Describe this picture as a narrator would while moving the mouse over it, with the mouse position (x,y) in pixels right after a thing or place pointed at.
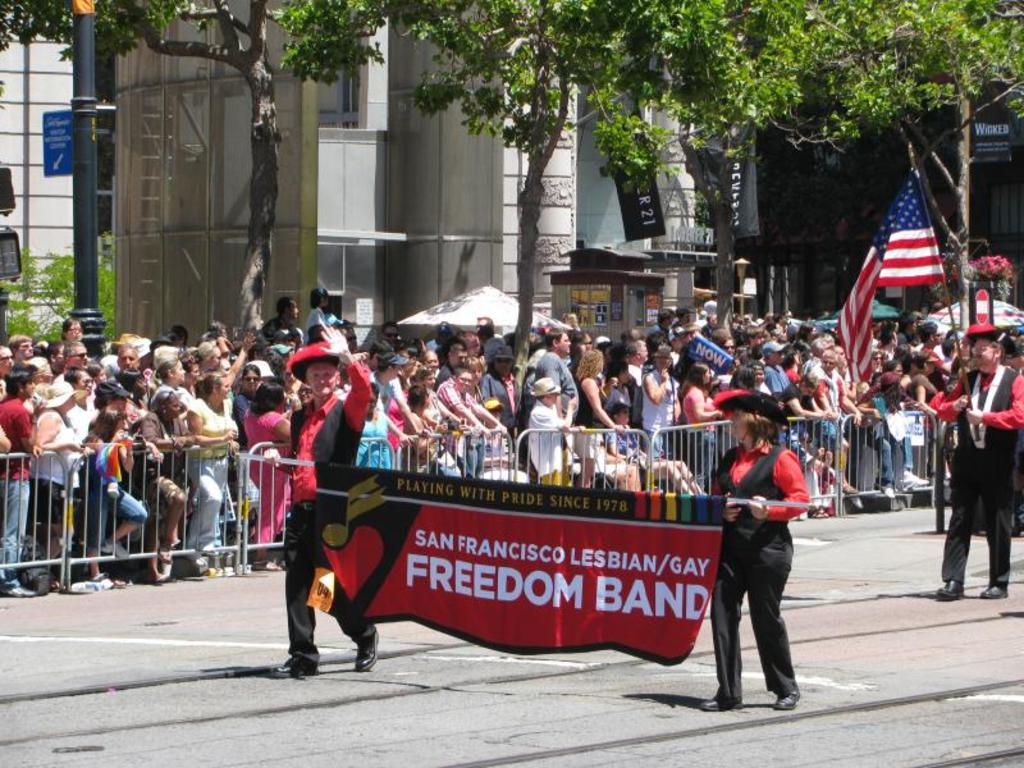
In this image we can see two persons (729,662) holding the banner (512,599). We can also see a person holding the flag (913,271) and standing on the road (880,653). We can see the barriers (206,502) and behind the barriers (648,450) we can see many people (731,376) standing. We can also see the buildings (504,170), banners (711,158), trees (728,140), umbrellas (500,305) for shelter. We can also see a pole (88,210) with a sign board (72,132) on the left (92,273).
